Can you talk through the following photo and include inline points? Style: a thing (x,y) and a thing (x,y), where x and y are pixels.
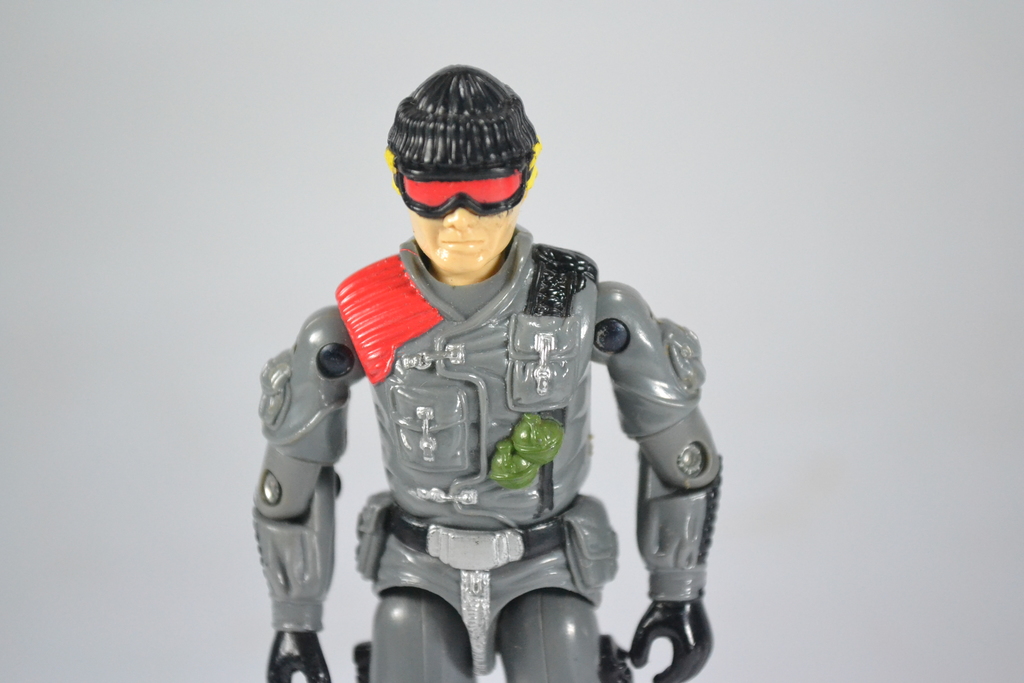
In this picture we can see a toy (494,396) of a person (633,415) and in the background (750,425) we can see it is gray color.
